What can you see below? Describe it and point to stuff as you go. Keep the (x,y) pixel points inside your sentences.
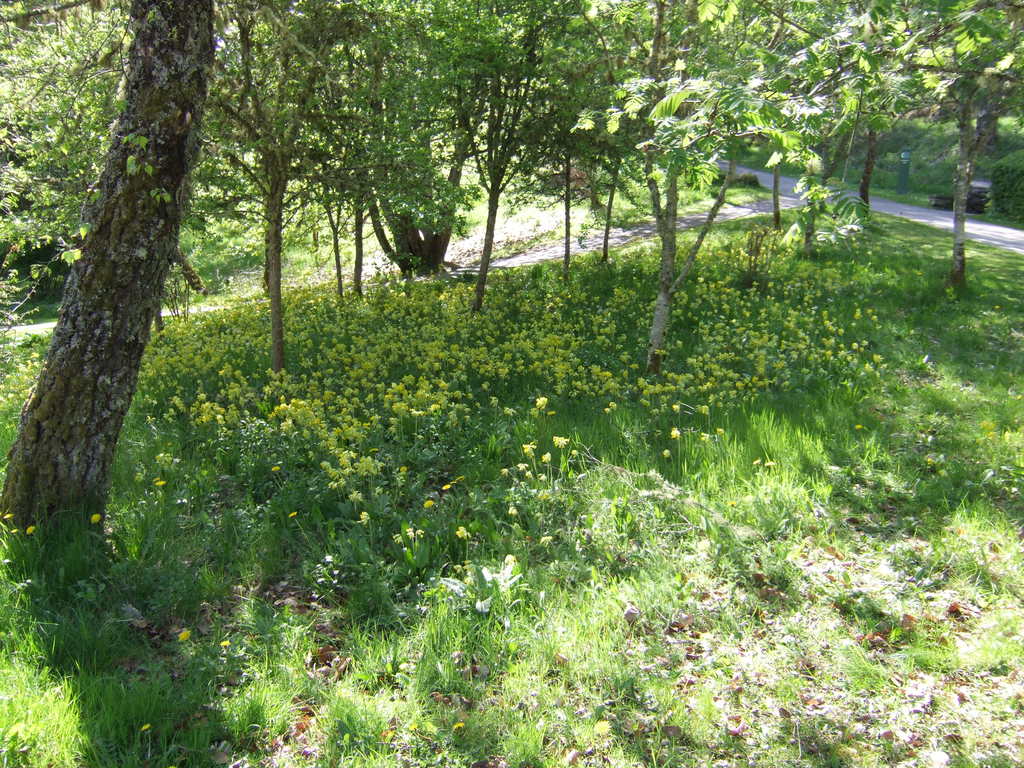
This picture might be taken from outside of the city. In this image, in the background (452,184), we can see some trees (278,182). On the left side (11,502), we can see a wooden trunk (23,514). At the bottom (258,528), we can see some plants (474,364) with flowers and a road (947,221).
